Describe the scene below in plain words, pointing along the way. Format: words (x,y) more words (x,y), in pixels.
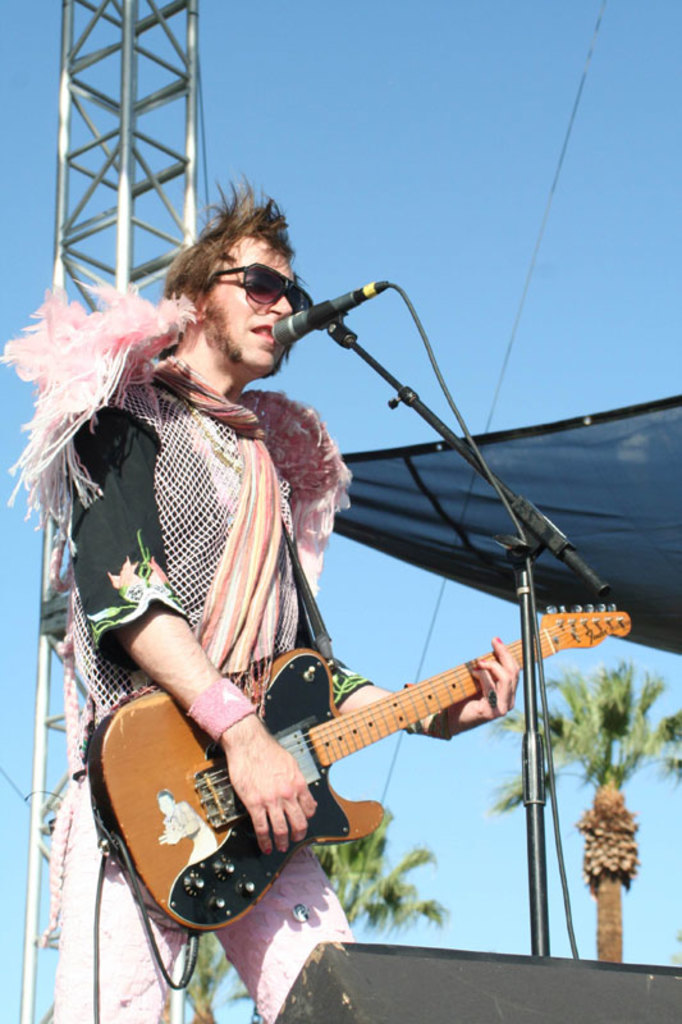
A person (288,410) is singing on mic (296,336) and playing guitar (267,695). Behind him there is a pole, cloth (605,510), sky (573,327) and trees (626,827).
